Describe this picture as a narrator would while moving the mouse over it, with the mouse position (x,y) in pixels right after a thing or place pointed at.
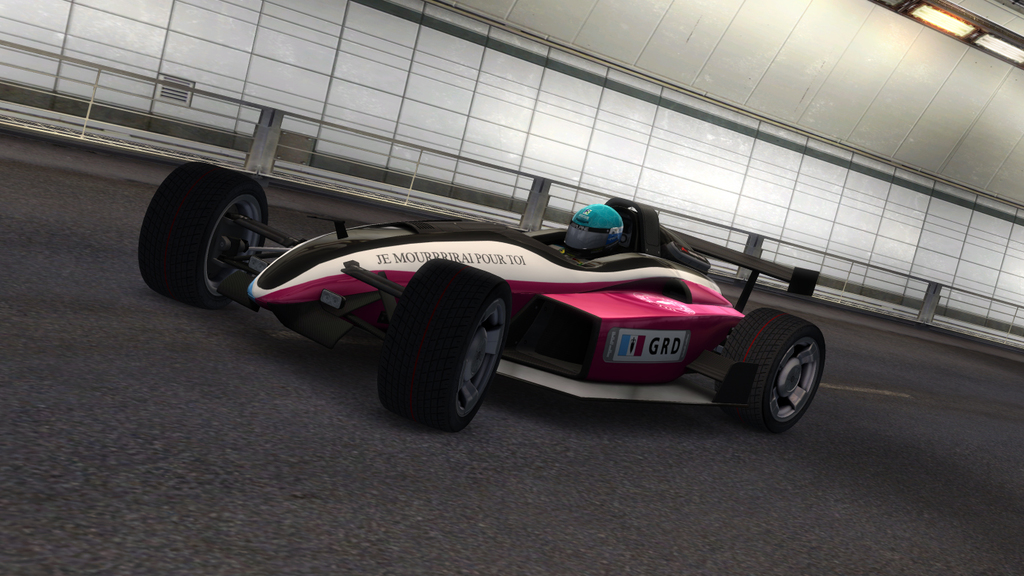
In this picture we can see a vehicle (769,384) on the road (479,483) with a person (582,233) wore a helmet (594,226) and sitting on it and in the background (343,138) we can see the walls (560,80), lights (911,13) and some objects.
